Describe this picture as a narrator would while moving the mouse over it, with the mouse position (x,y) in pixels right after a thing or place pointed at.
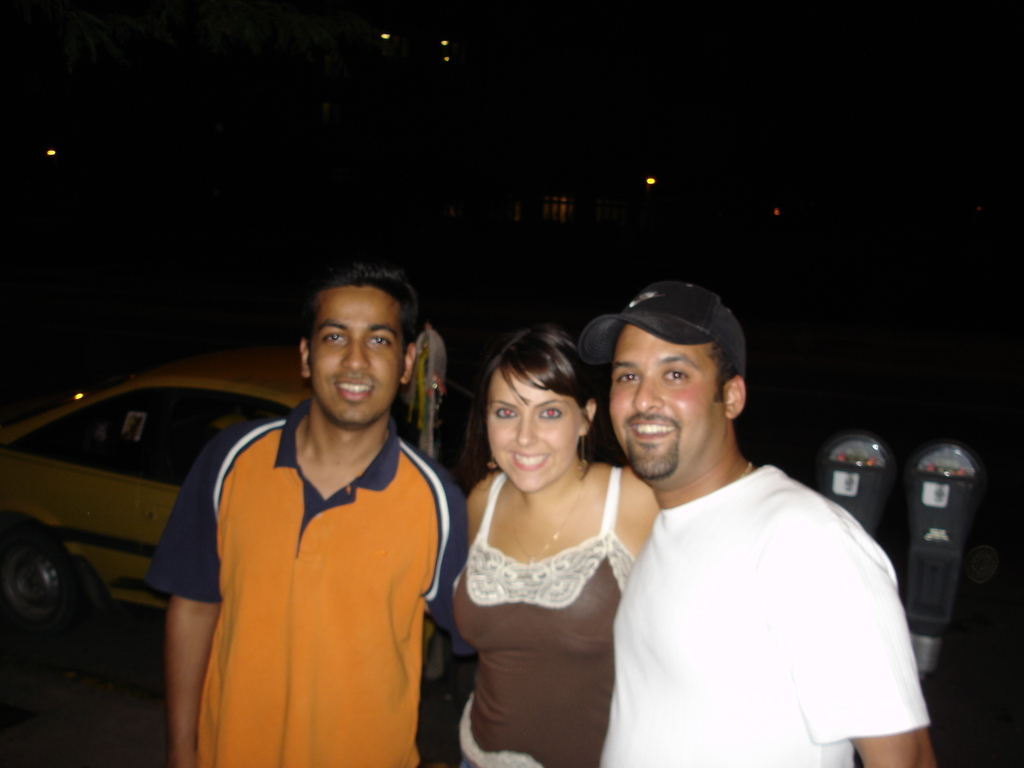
In this image I can see three people (533,506) standing and wearing the different color dresses (586,559). I can see one person (642,397) with the cap (737,356). To the back of these people (513,502) there are two meters (872,496) and I can see the vehicle (160,388). And there is a black background (184,96).
